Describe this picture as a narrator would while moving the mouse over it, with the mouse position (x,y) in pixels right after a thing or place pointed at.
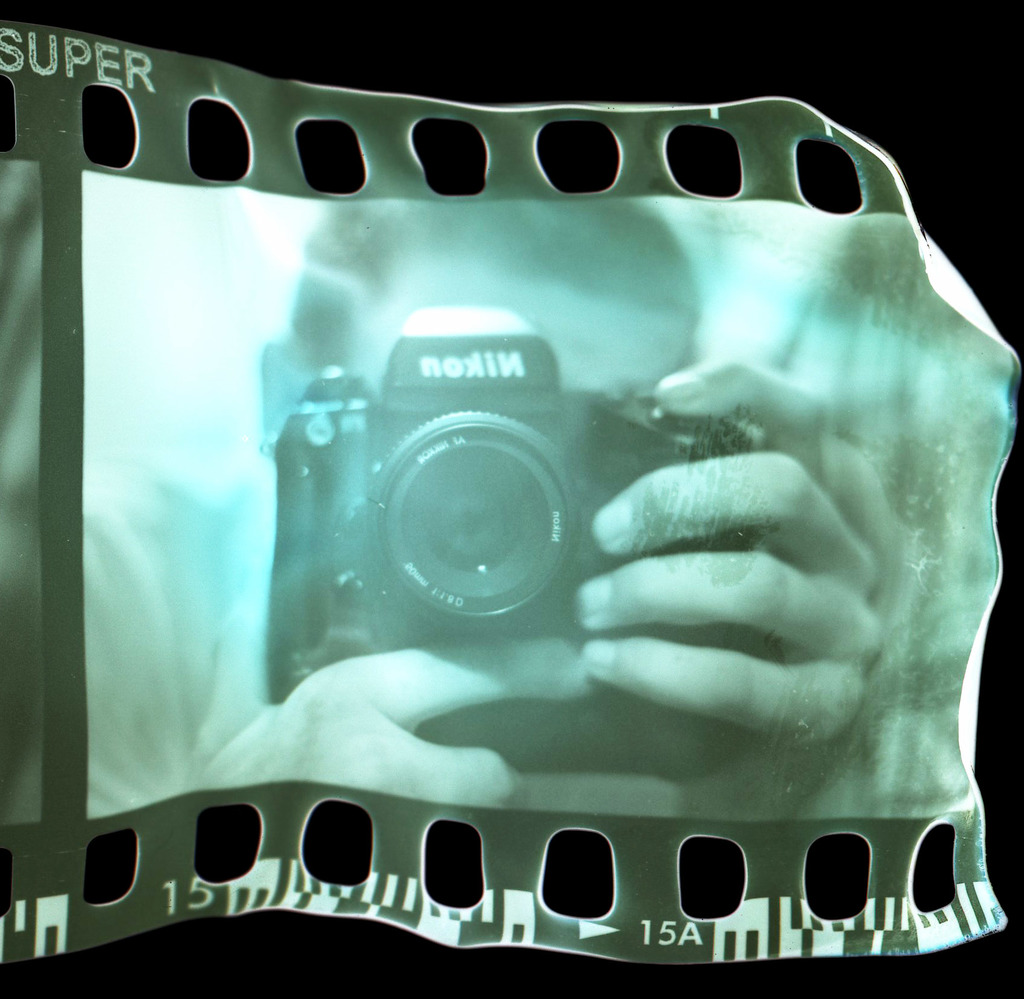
In the image, in the reel (35,229) i can see a reflection (356,555) of the person (853,470) holding a camera (355,499) and some text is written on the camera (411,337).
